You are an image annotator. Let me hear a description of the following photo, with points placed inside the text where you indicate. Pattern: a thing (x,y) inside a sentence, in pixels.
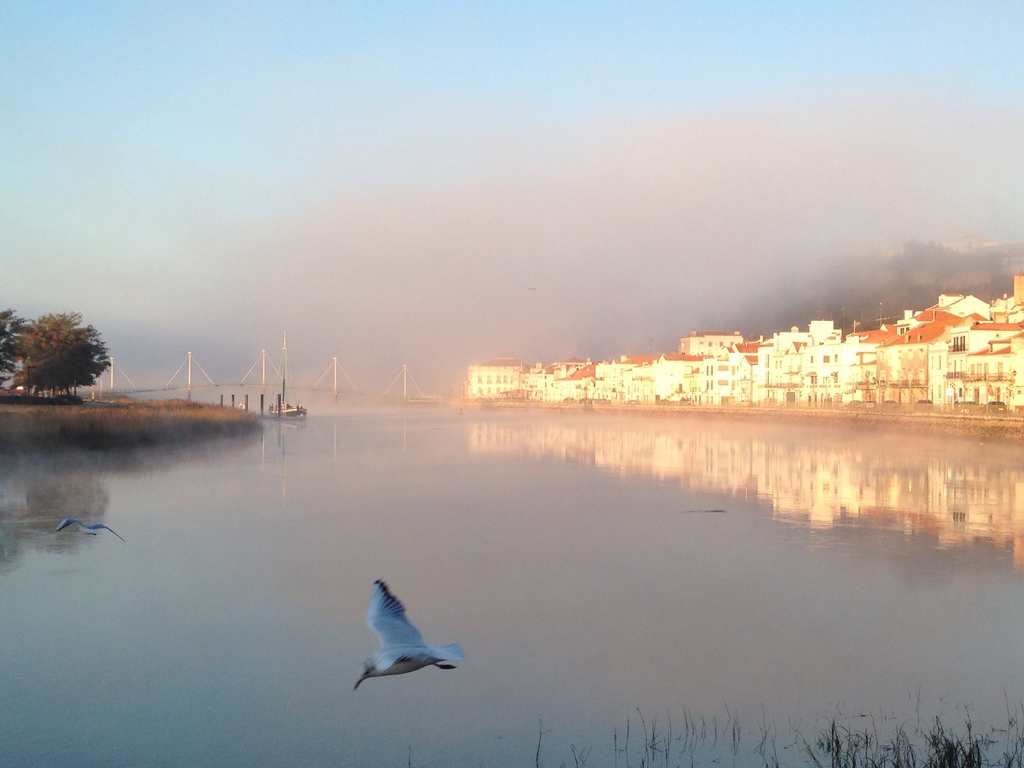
In the foreground of the picture (384,479) I can see the water (449,456). I can see two birds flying in the sky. In the background (88,335), I can see the bridge construction (264,365) and trees (63,351). There are buildings (811,392) on the right side (744,357). There are clouds (295,374) in the sky (270,377).
